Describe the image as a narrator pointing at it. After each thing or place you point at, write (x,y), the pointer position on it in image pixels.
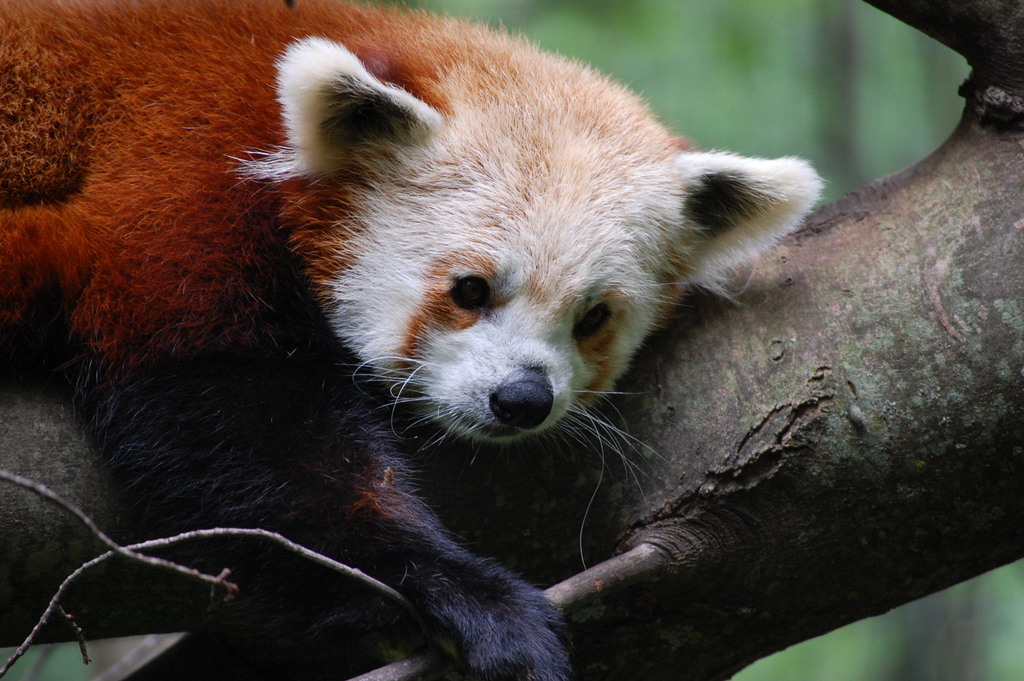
In the image in the center, we can see one tree (696,495). On the tree (902,428), we can see one panda (251,245), which is in red and white color.
